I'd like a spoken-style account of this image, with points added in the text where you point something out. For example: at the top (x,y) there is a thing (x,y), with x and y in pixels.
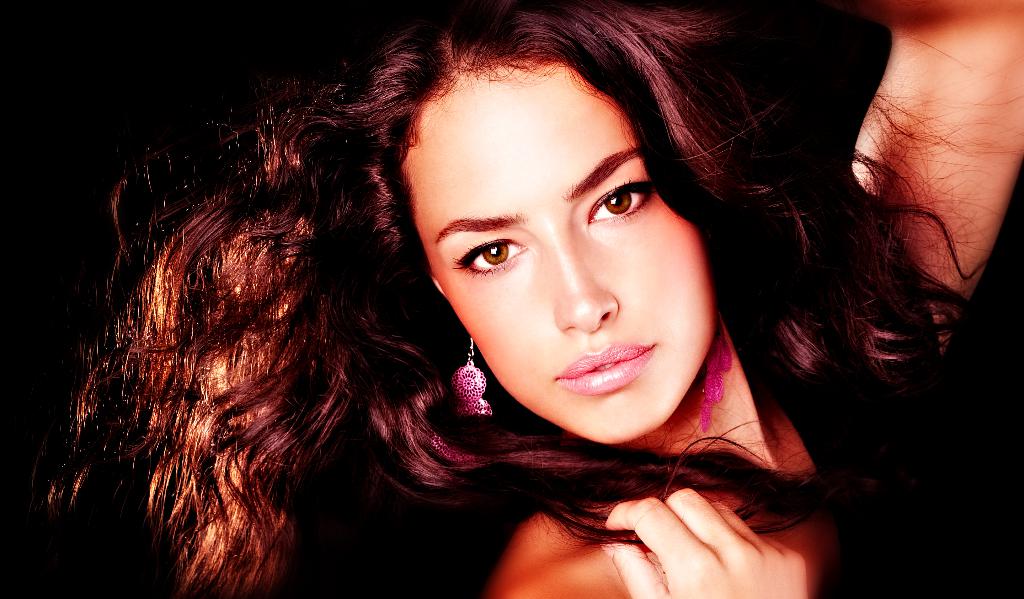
In this picture I can see there is a woman (806,389), she is wearing pink color earrings (473,400) and she has maroon color wavy hair (247,466). The backdrop (322,577) is dark.
